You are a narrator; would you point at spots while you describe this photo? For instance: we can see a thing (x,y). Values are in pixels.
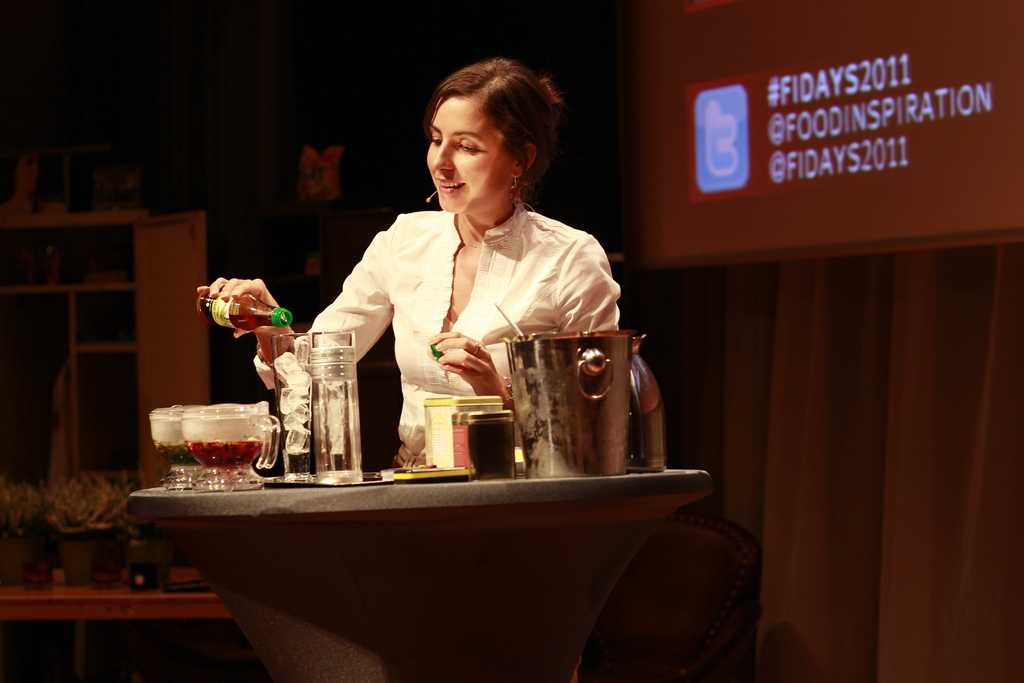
In this image there is a woman (477,307) standing behind the table (480,574). There are glasses (176,407), bottles (264,322), plates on the table (567,486). At the left side of the image (136,527) there are house plants (62,489) on the table (73,594). At the back (66,295) there is a cupboard (93,206) and at the right (834,568) there is a curtain (912,540), at the top (709,115) there is a hoarding (853,150) and there is a chair (679,564) behind the table (435,571).
